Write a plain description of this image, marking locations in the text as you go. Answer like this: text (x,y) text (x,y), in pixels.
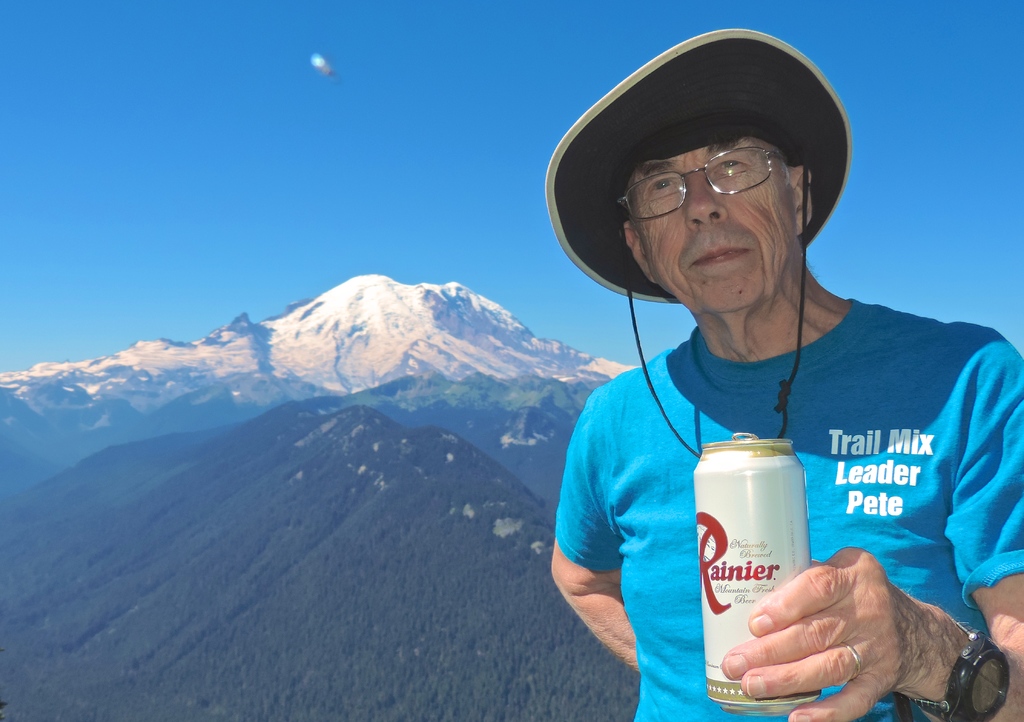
In the foreground of the picture (680,467) there is a person (690,375) wearing cap (684,95) and watch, holding a tin (727,534). In the background (411,492) there are mountains (330,450) covered with snow (407,349) and trees (441,665). Sky (280,153) is sunny.
